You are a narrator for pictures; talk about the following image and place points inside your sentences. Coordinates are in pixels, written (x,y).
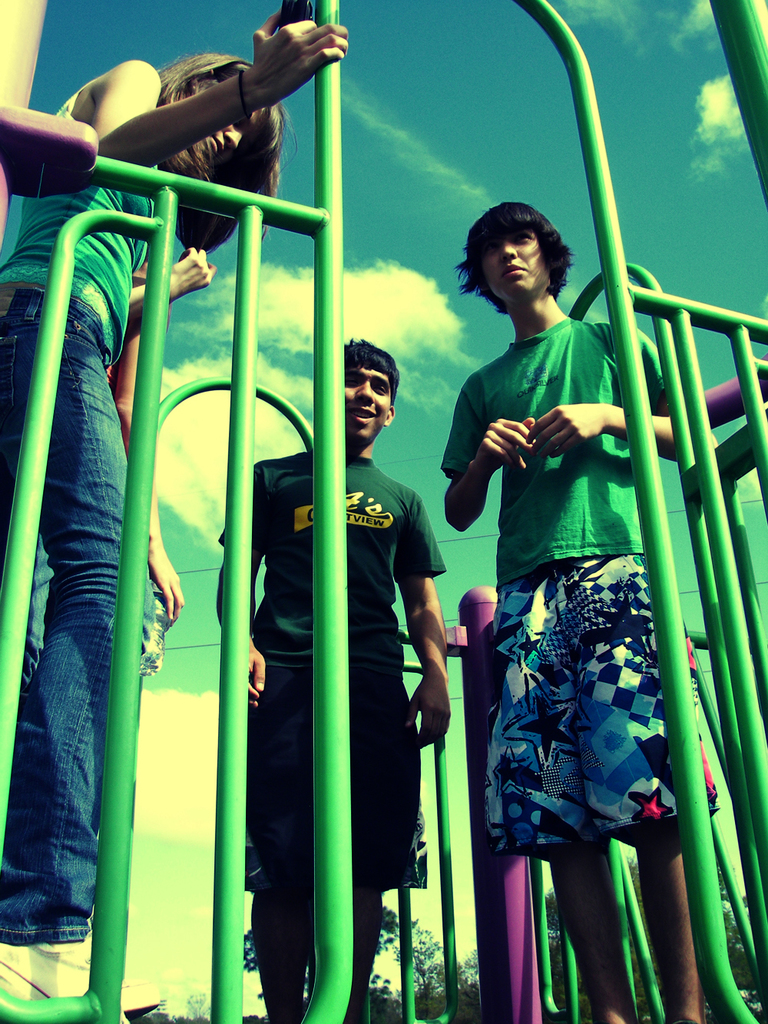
In this image we can see few persons (426,730) are standing at the railings (345,578) and among them a woman (198,240) is holding the railing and another person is holding water bottle (146,660) in the hand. In the background (414,296) we can see trees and clouds (379,286) in the sky (379,286).
